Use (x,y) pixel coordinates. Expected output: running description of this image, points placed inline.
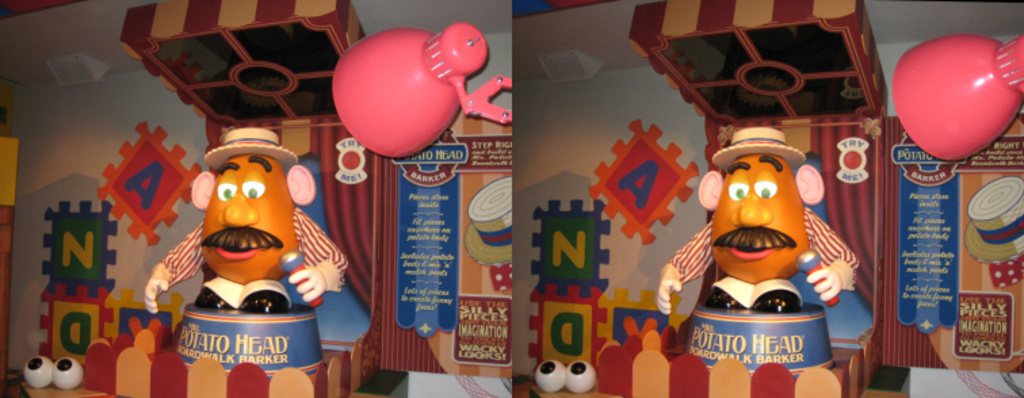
In this image on the right side (776,250) and left side (244,289) there are two toys (245,302), and in the background (961,184) there are some posters (137,226) stick to the wall (592,208). And on the right side (907,122) and in the center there are two lights (930,93), on the top of the image (330,52) there are two boxes (742,62). And at the bottom (594,369) there are some toys (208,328) and in the background (575,136) there is a wall (83,138).
